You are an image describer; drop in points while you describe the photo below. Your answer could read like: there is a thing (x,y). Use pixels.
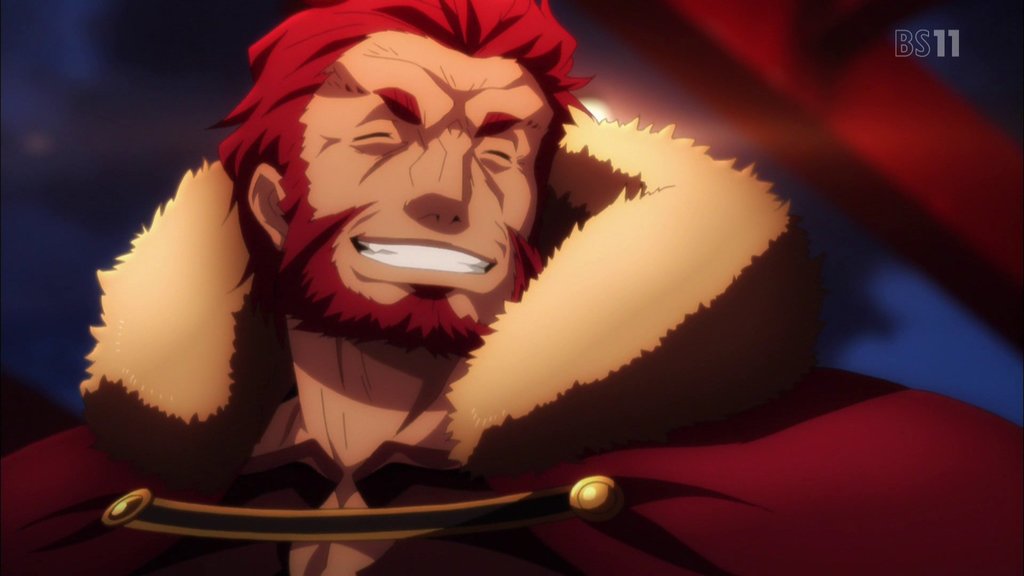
This is an animated image. On the top right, there is a watermark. And the background (781,11) is blurred.
